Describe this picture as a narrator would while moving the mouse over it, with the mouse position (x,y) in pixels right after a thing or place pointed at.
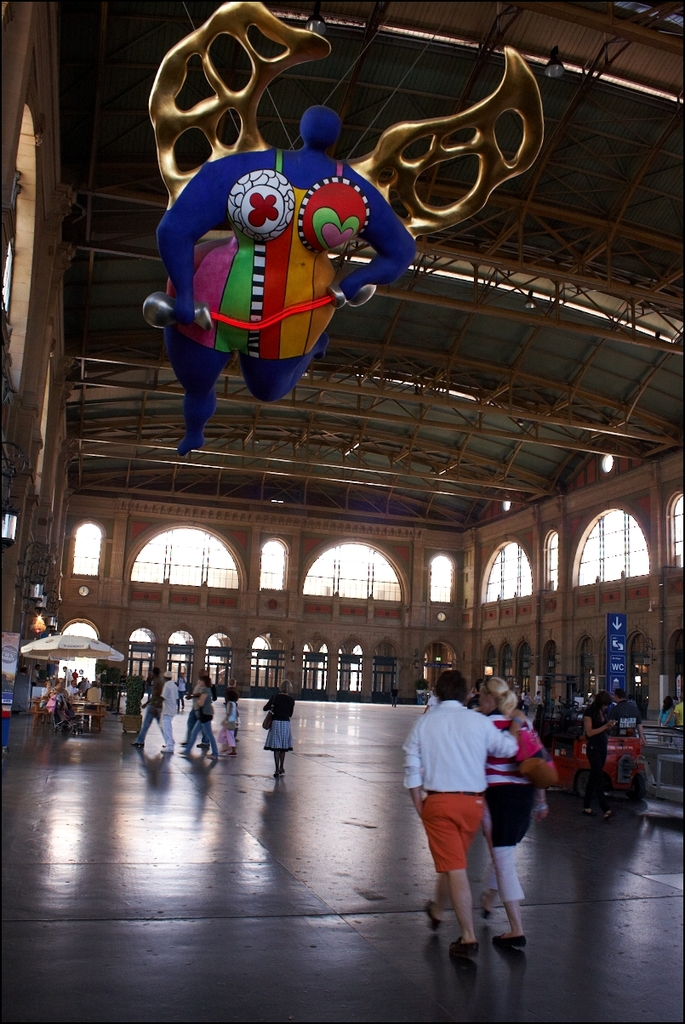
In this image I see the inside view of a building (581,506) and I see the floor (54,745) on which there are number of people (427,780) and I see a thing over here which is hanged and I see the blue color board (615,628) over here.
